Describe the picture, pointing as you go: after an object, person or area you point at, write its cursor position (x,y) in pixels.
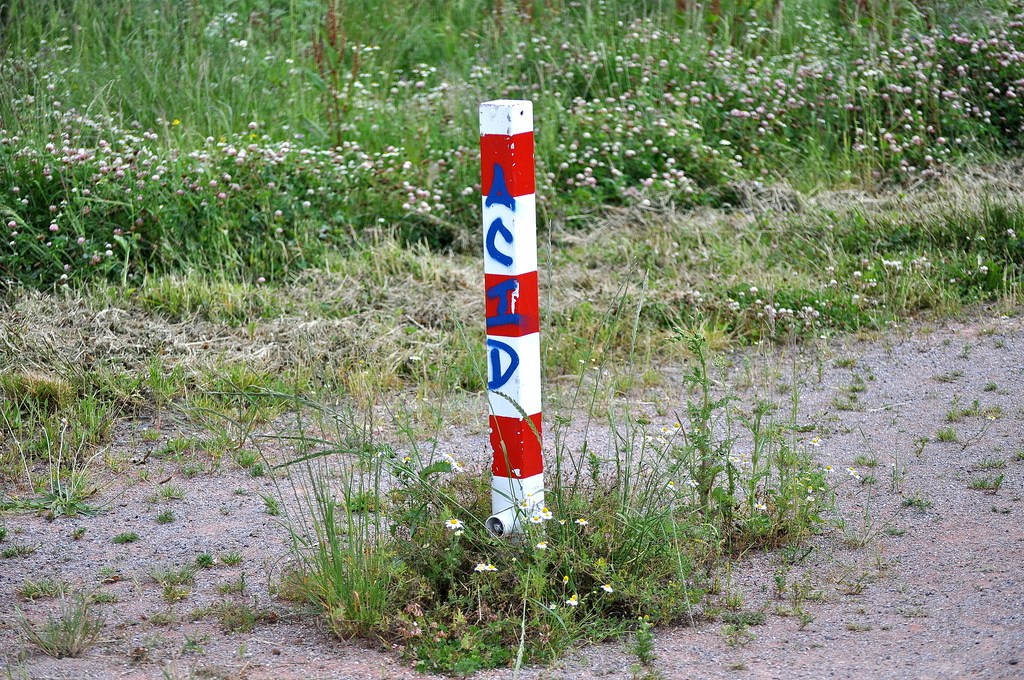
In the center of the image (534,253), we can see a pole (506,220) with some text (505,202) and in the background (349,131), there are plants (448,229).
